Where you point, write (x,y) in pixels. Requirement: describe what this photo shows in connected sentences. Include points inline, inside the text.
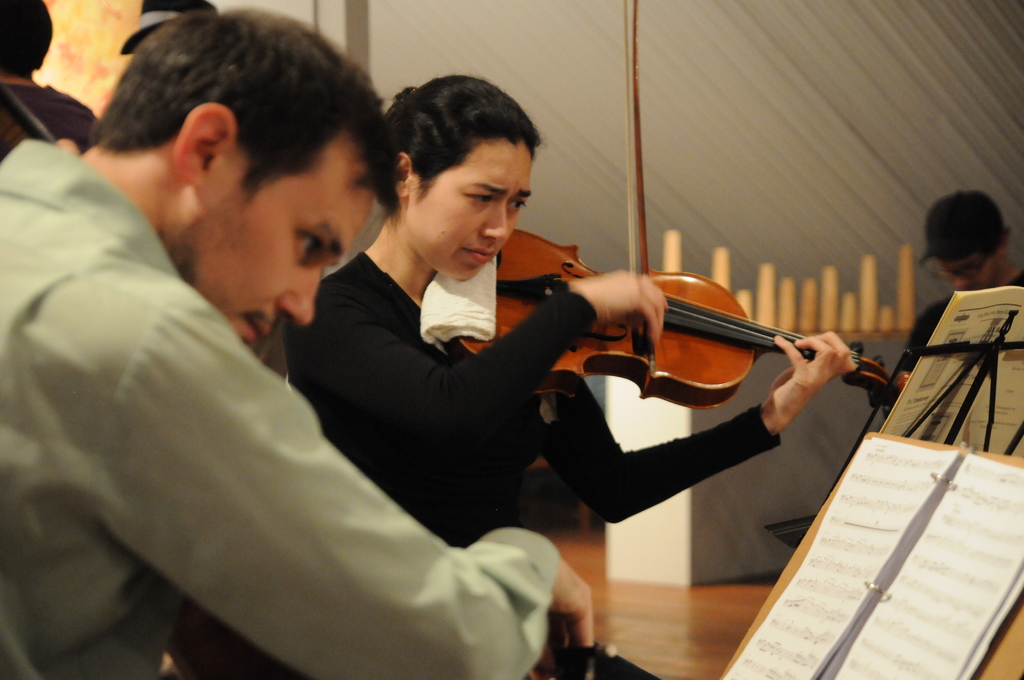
In this Picture we can see a man (282,475) wearing grey shirt (267,546) is sitting on the chair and looking into the music notes (961,520) which placed on the iron stand (948,439). Beside a woman (367,370) wearing black full sleeves t-shirt (441,381) is holding the violin (670,322) in her hand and playing. Behind we can see the boy (976,231) sitting wearing the black cap (965,254) and a white wall (869,252) behind him.
